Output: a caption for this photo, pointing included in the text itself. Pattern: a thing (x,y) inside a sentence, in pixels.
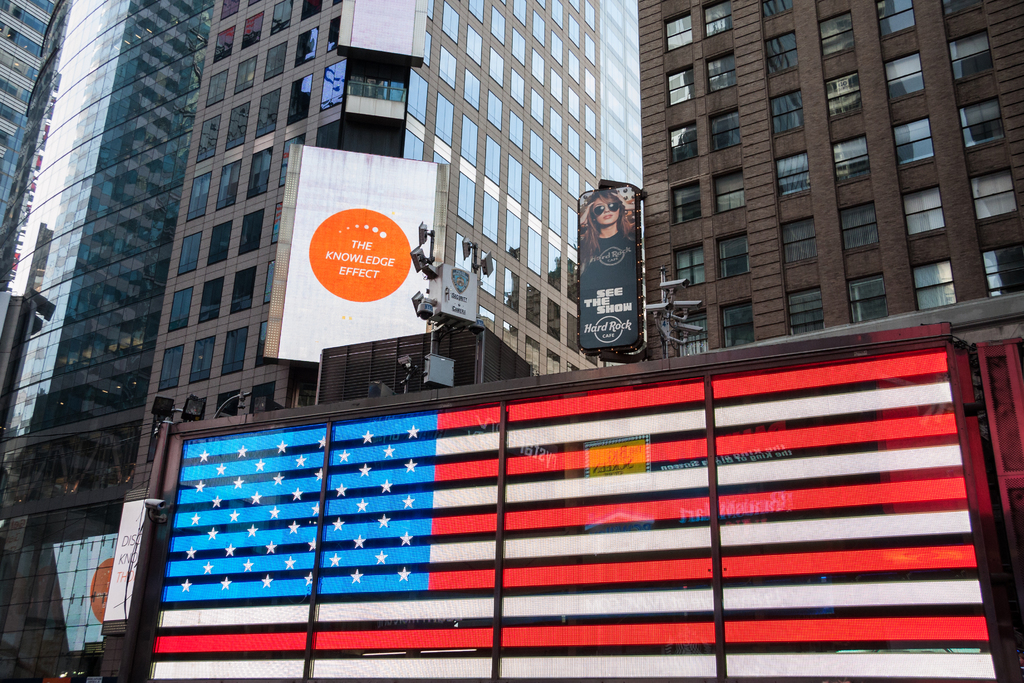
In the image there are many skyscrapers (707,150) in the back (694,320) with ad banners (623,277) on it.
